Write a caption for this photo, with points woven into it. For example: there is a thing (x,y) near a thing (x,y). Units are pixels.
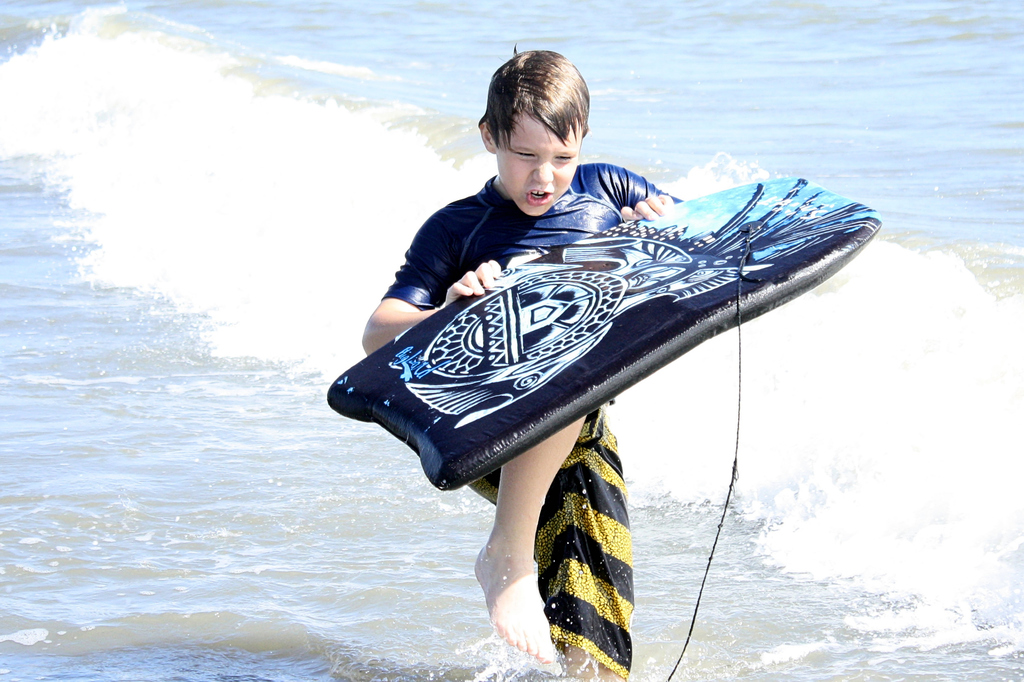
This is a beach (578,1). We can able to see a wave (806,482). This boy (552,486) is standing and holding a surfboard (628,322).
